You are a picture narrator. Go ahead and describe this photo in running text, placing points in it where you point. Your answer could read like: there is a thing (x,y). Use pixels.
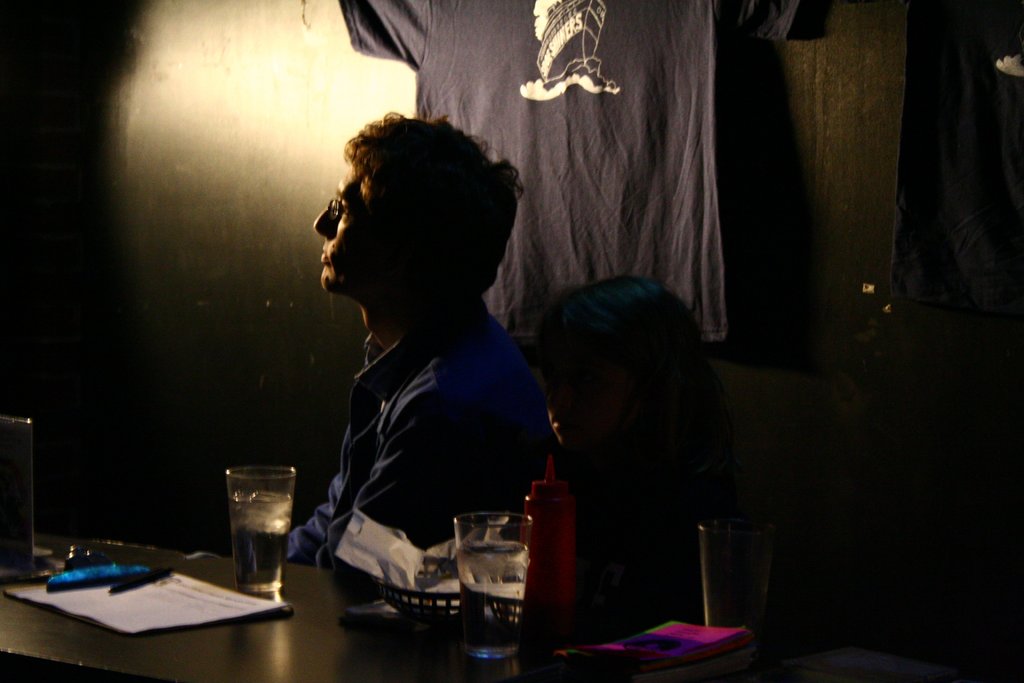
In this image there is a man (393,401) sitting on the chair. In front of him there is a table (285,653). There are papers (109,600), a laptop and glasses (475,530) on the table (362,594). Behind him there is a wall (744,130). There is a t-shirt (460,85) hanging to the wall (23,398).
